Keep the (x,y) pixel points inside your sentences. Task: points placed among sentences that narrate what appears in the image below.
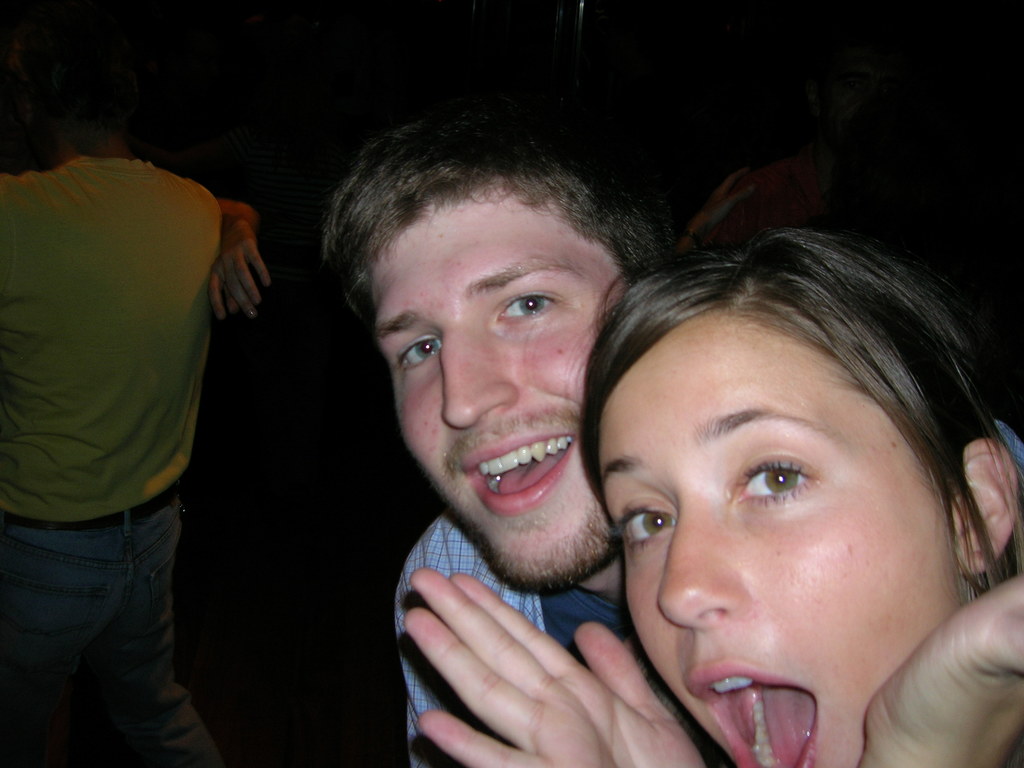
On the right side (862,712) there is a woman (878,714) and man (488,172) standing, in the background (762,208) there are two couples (774,205) dancing and it is dark.
